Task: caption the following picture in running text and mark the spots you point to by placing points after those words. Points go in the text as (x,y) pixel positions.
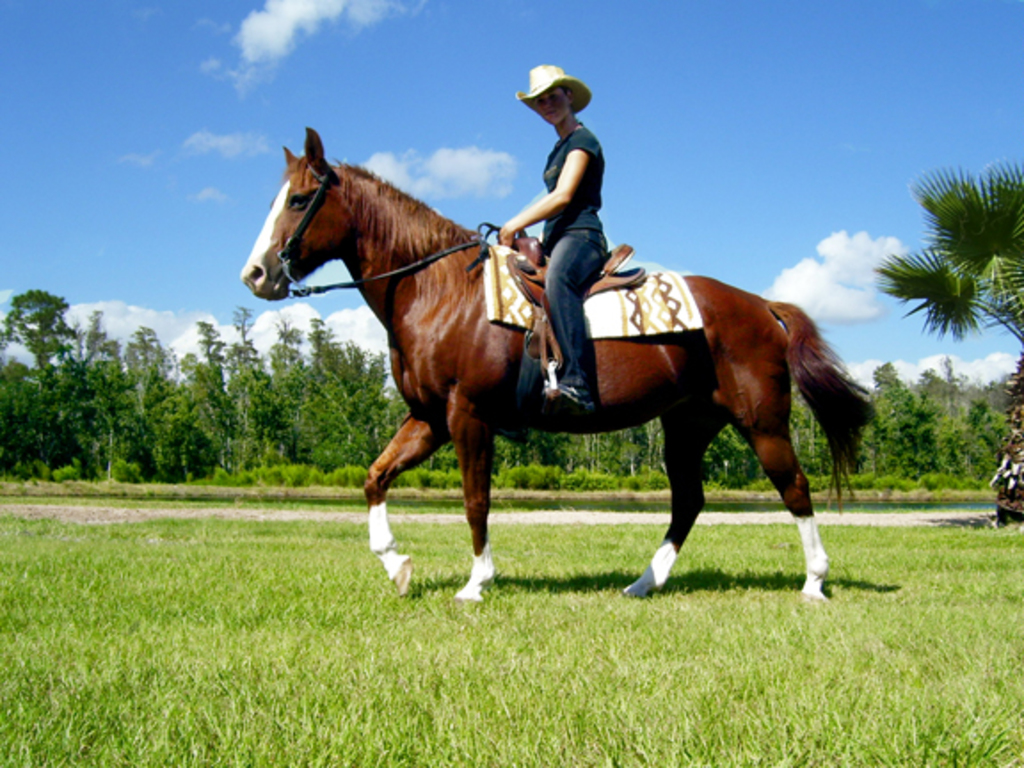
This image consists of grass (414,621) at the bottom (542,724). There are trees (49,312) in the middle (508,470). There is sky (447,79) at the top (527,162). In the middle (575,356) there is a horse (498,355), and a person (588,270) is sitting on a horse (483,464).
